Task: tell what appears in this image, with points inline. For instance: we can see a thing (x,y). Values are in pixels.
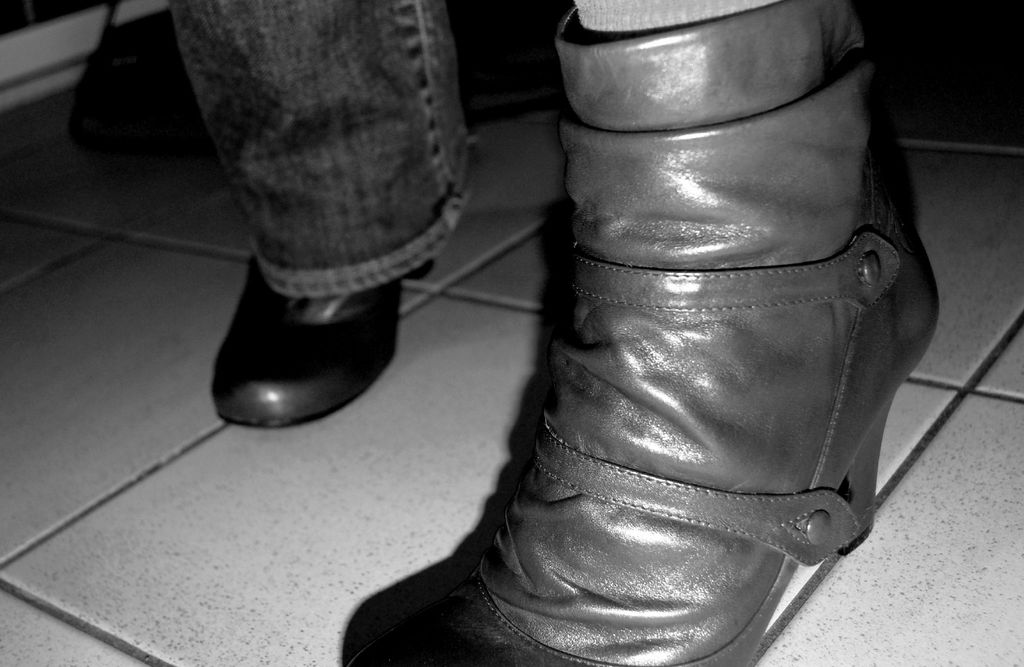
This is a black and white picture. I can see jeans (281,164), there are shoes (680,409) on the floor (487,384).
